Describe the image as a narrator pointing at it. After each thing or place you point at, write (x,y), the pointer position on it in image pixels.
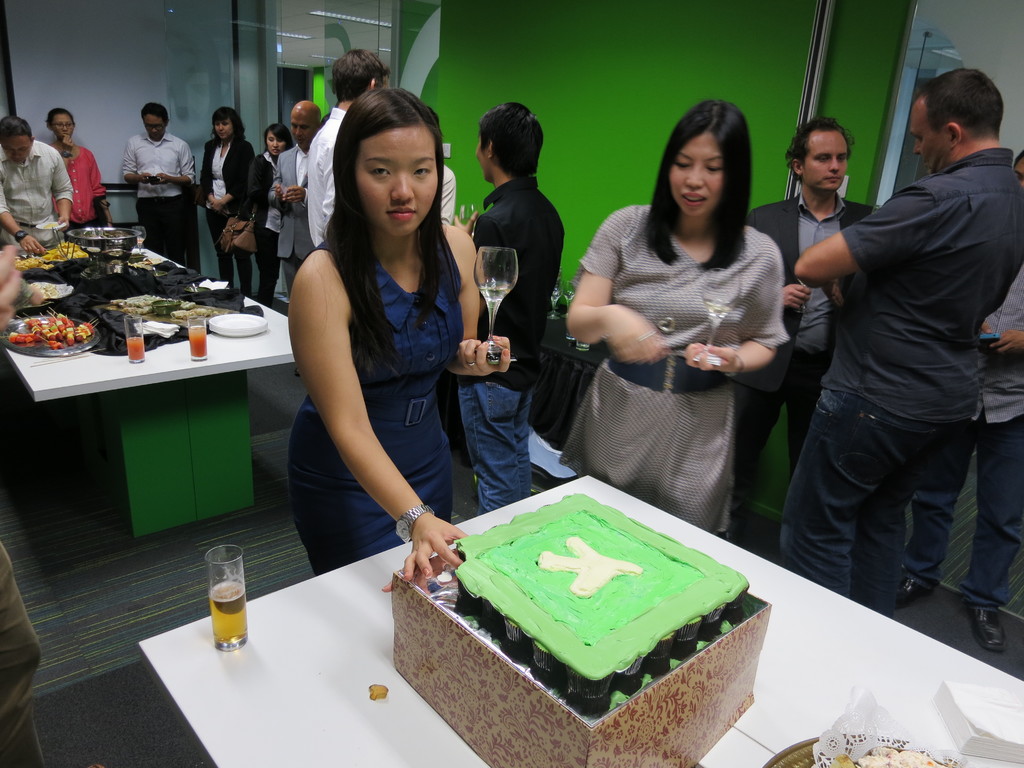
In the image we can see there are people (512,471) who are standing and there is a cake (533,620) on the table (359,605).
